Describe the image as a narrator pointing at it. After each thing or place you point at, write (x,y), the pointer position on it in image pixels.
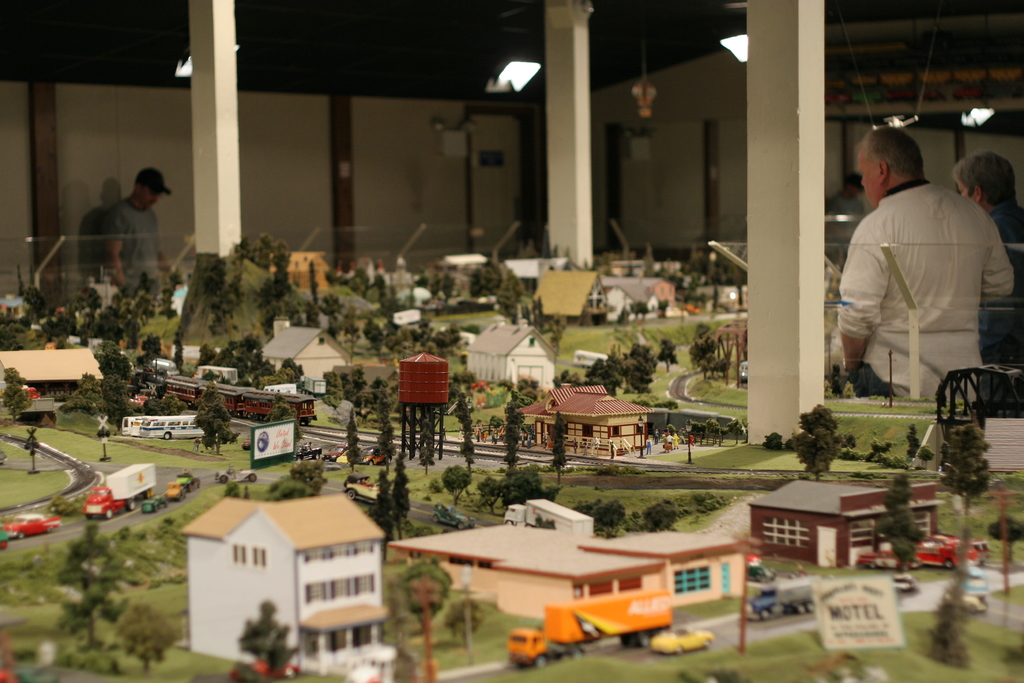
There is a model of a town (522,404) is present at the bottom of this image (682,479). There are two persons (896,298) standing on the right side of this image (964,295) and one person (137,236) is on the left side of this image (108,248). There is a wall (88,222) in the background (528,164). There are three pillars (586,183) are present as we can see at the top of this image (232,123).
